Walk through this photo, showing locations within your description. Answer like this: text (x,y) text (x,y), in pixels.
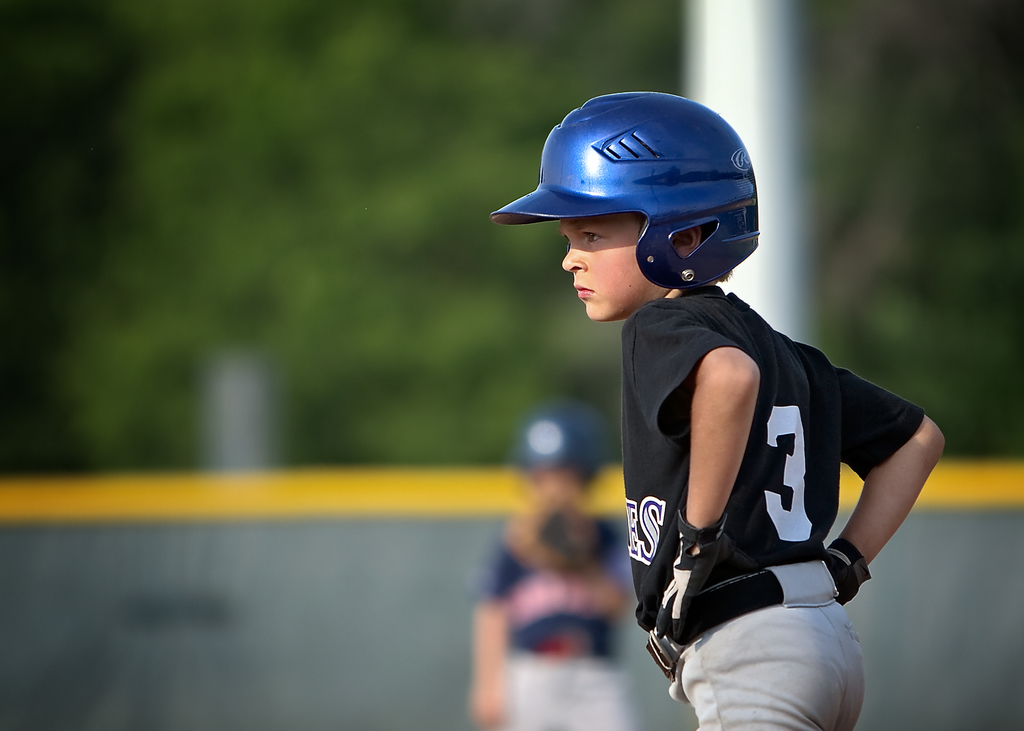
In this image we can see children (564,580) wearing helmets (662,195) and standing on the ground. In the background (558,282) there are trees (601,332).
